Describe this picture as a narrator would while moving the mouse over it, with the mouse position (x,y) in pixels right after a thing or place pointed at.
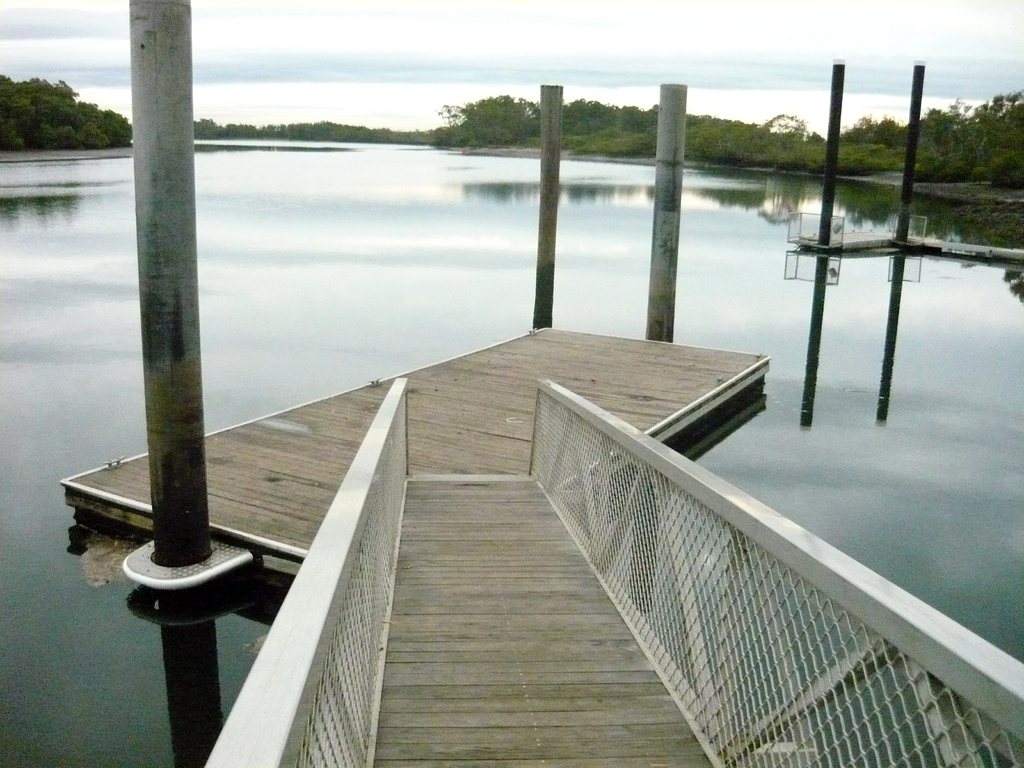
In this image I can see a platform (430,470) in the centre (494,439). In the background (91,105) I can see number of poles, water (402,199), number of trees (929,175) and the sky (311,78).
